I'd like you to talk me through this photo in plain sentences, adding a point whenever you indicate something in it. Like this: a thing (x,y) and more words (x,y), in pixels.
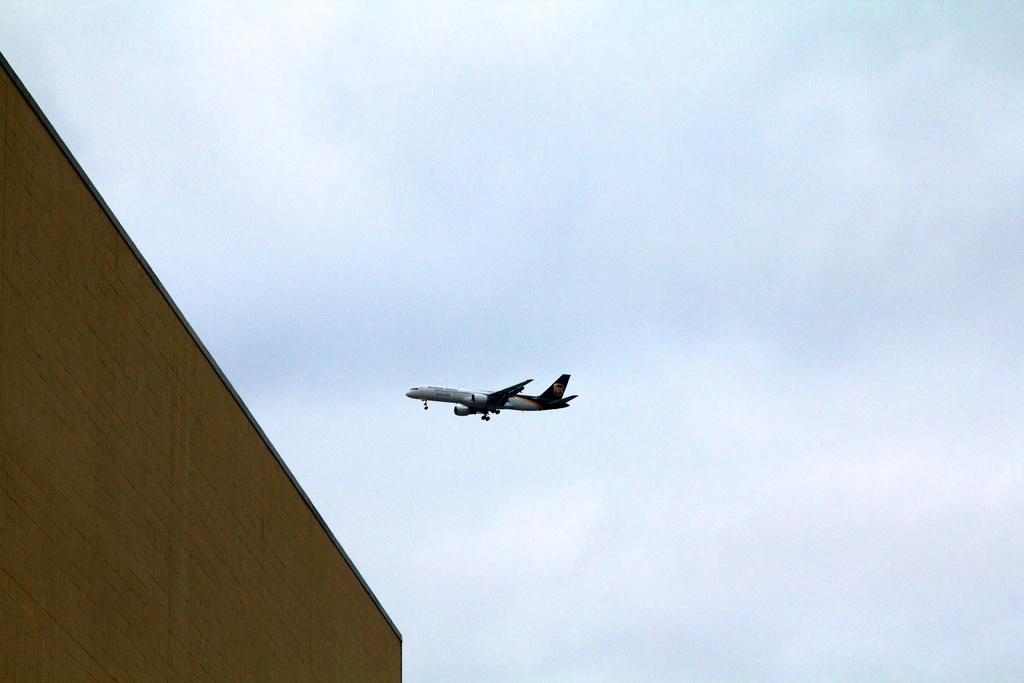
In the center of the image (567,407), there is an aeroplane (441,394) and on the left (181,460), there is a building (148,508).
